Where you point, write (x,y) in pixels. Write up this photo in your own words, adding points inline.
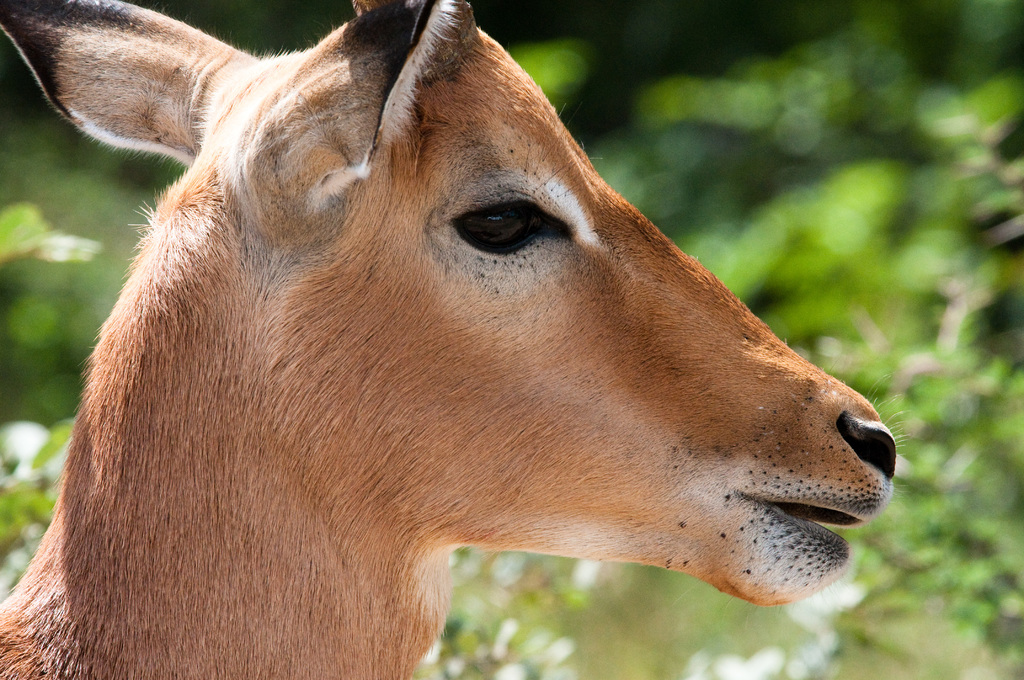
In this picture we can see a deer face (379,298).
